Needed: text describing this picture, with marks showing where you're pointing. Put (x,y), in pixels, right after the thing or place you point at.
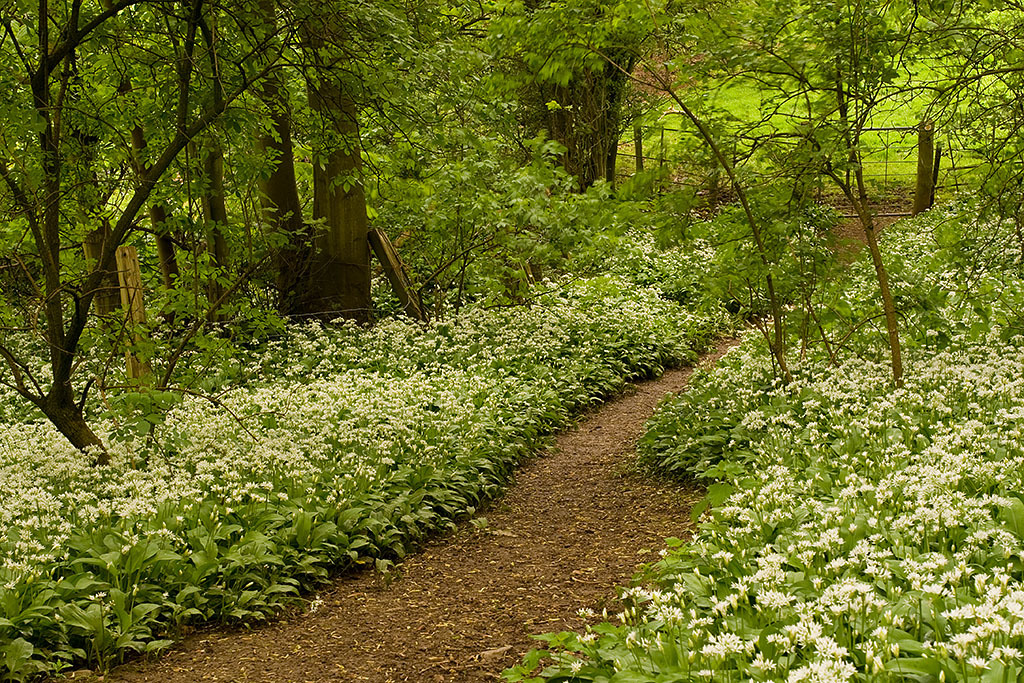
In the foreground of this image (619,429), there is a path (540,562) and on either side, there are plants (380,425), flowers (316,424) and trees (487,61).
